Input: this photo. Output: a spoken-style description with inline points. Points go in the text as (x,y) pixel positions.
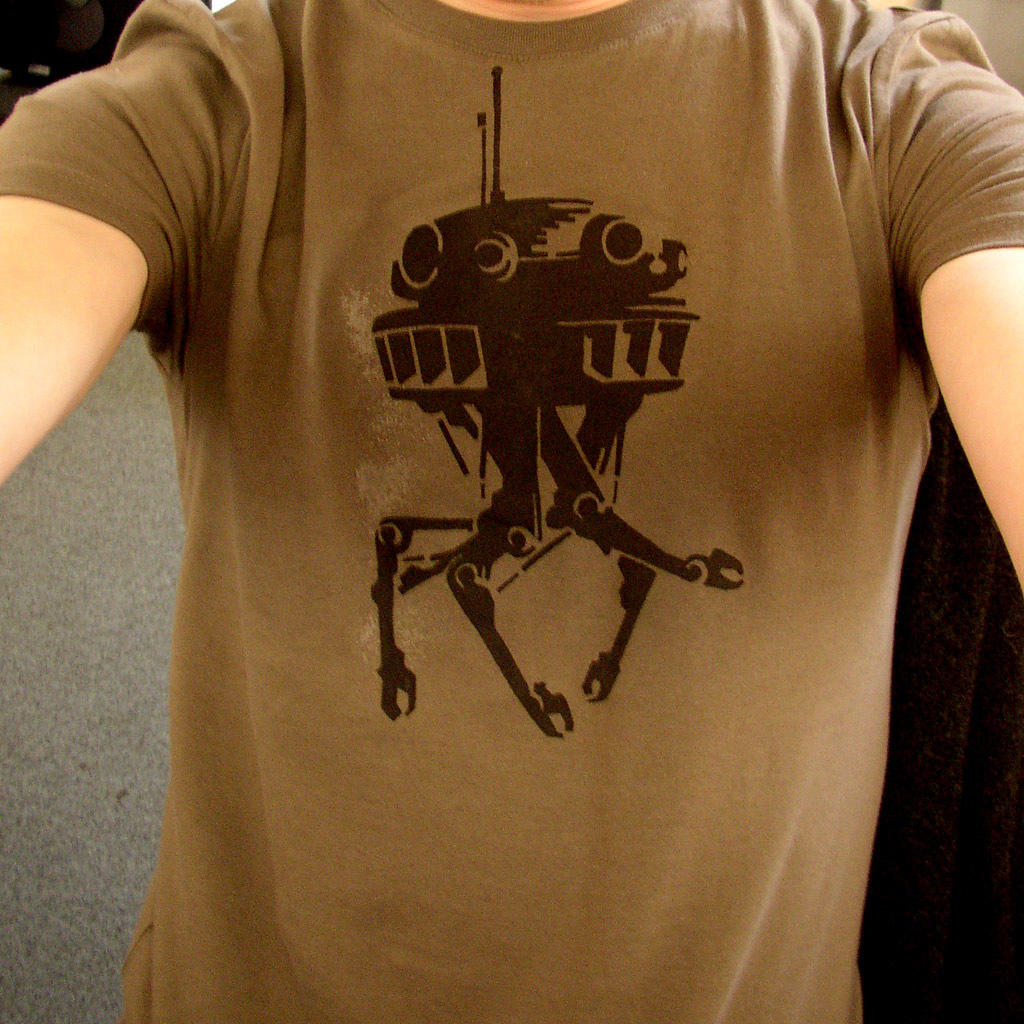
In this image we can see body (419,270) of a person (581,402), there is a print (537,434) on the t-shirt (598,492).
